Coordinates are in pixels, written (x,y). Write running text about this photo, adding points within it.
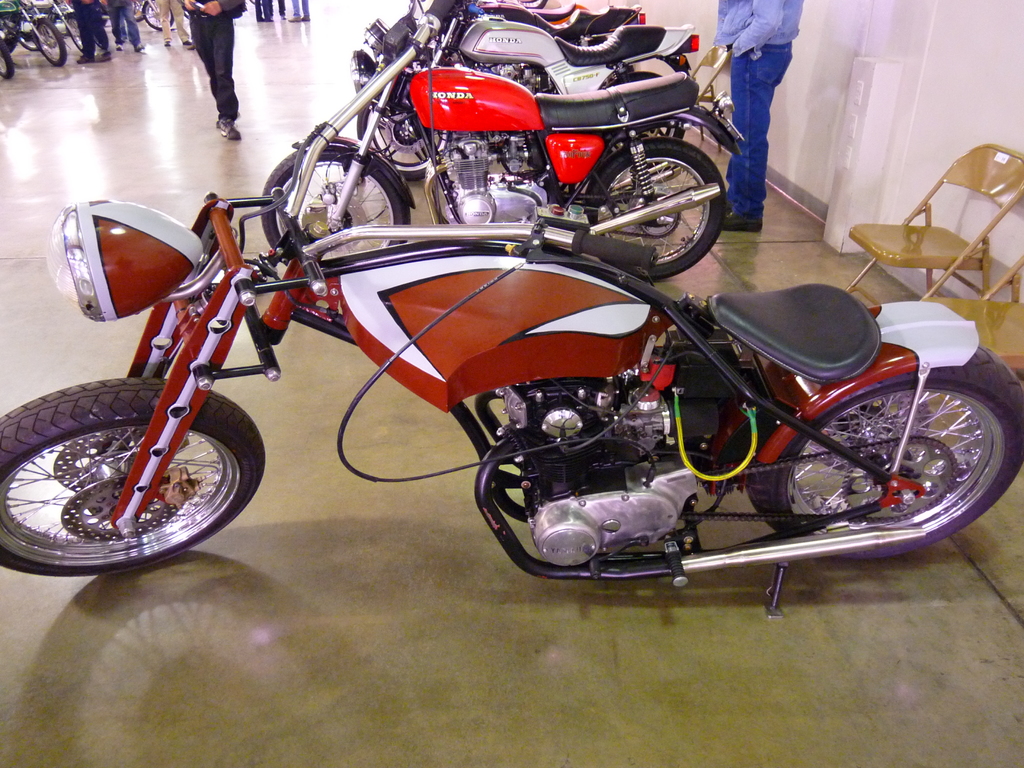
In this image we can see the motorbikes (174,535) on the floor (103,338). We can also see a few people (102,13). Image also consists of two empty chairs (962,249) and also the plain wall (1001,24).
